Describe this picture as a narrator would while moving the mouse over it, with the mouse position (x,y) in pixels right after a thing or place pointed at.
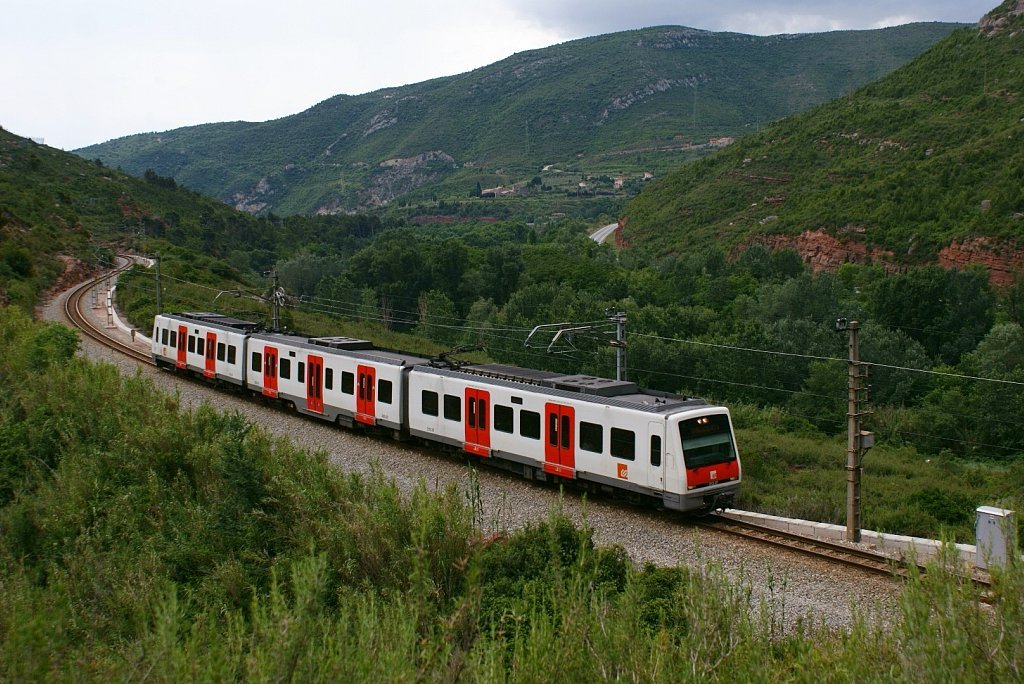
Here we can see a train (301,402) on a railway track (415,455) and there are poles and wires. To either side of the track (515,487) there are trees (134,299) and plants (90,481). In the background (215,148) there are trees (552,259), mountain (373,188), houses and clouds (254,89) in the sky (150,72).
